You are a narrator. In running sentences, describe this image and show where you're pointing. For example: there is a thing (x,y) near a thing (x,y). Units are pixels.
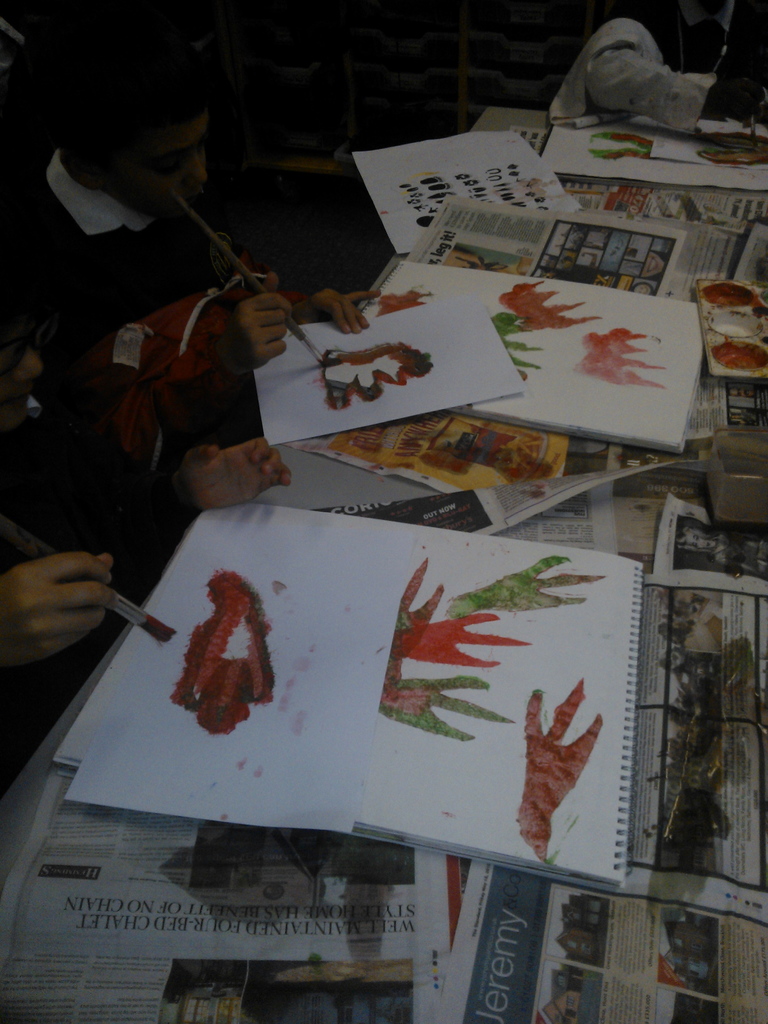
In this image in the front (467,641) there are papers (460,525) with some text (629,906) and drawing (440,654) on it. On the left side (96,413) there are persons (123,385) drawing and in the background (516,41) there are objects (414,64).
